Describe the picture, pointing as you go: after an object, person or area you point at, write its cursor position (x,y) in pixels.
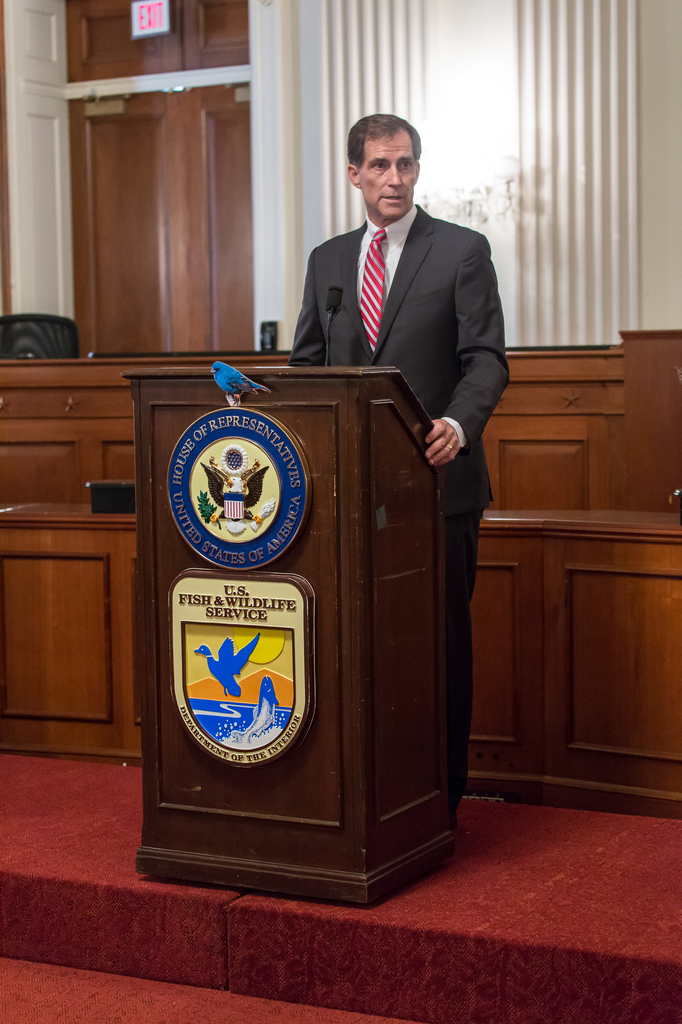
A person (465,261) is standing wearing suit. There is a microphone (330,312) and a wooden stand (354,695) in front of him. There is a door (116,136) and an exit sign board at the back (135,6).
